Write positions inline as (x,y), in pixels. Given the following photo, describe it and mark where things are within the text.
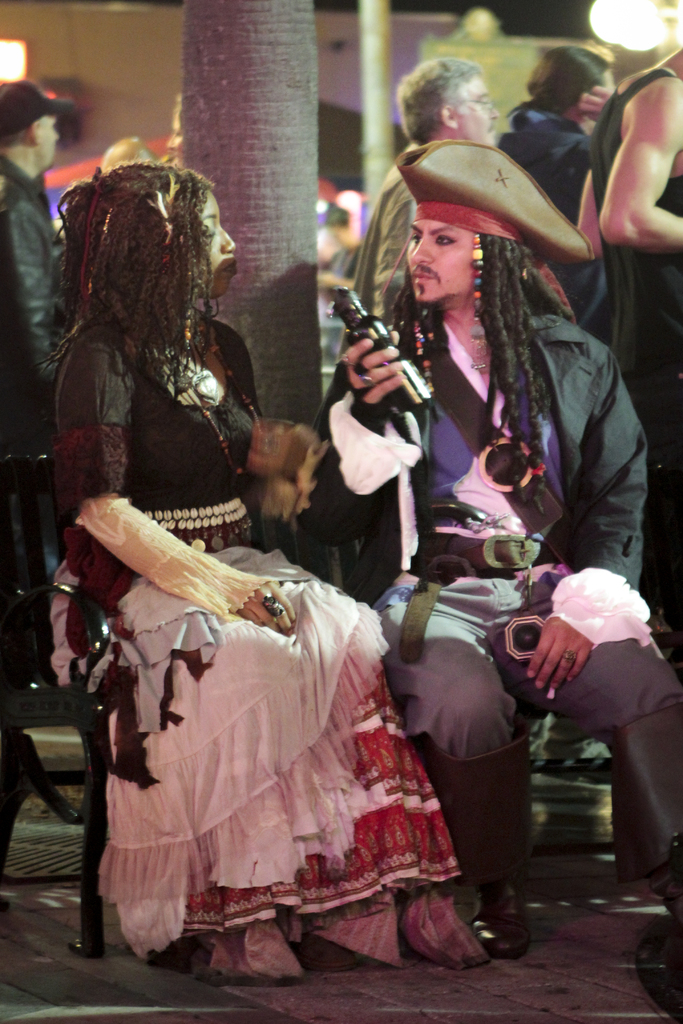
This is the man (472,715) and woman (253,566) sitting on the chairs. They wore fancy dresses (476,563). This looks like a tree trunk (288,216). I can see few people (24,147) standing. This man (531,365) is holding an object (337,302) in his hand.
